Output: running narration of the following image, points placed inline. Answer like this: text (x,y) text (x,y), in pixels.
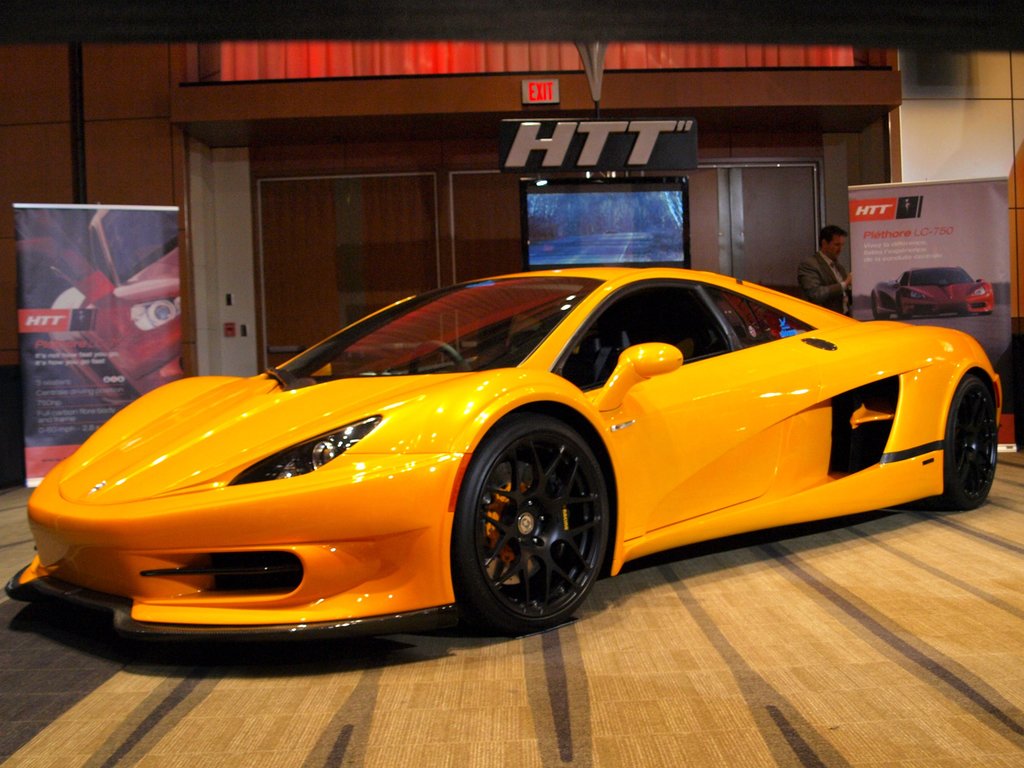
In the foreground of this image (456,375), there is a yellow colored car (639,517) on the surface (647,667). In the background (108,337), we can see few banners (122,314), wall (182,191), a person (837,257) standing, and a screen (606,195).
